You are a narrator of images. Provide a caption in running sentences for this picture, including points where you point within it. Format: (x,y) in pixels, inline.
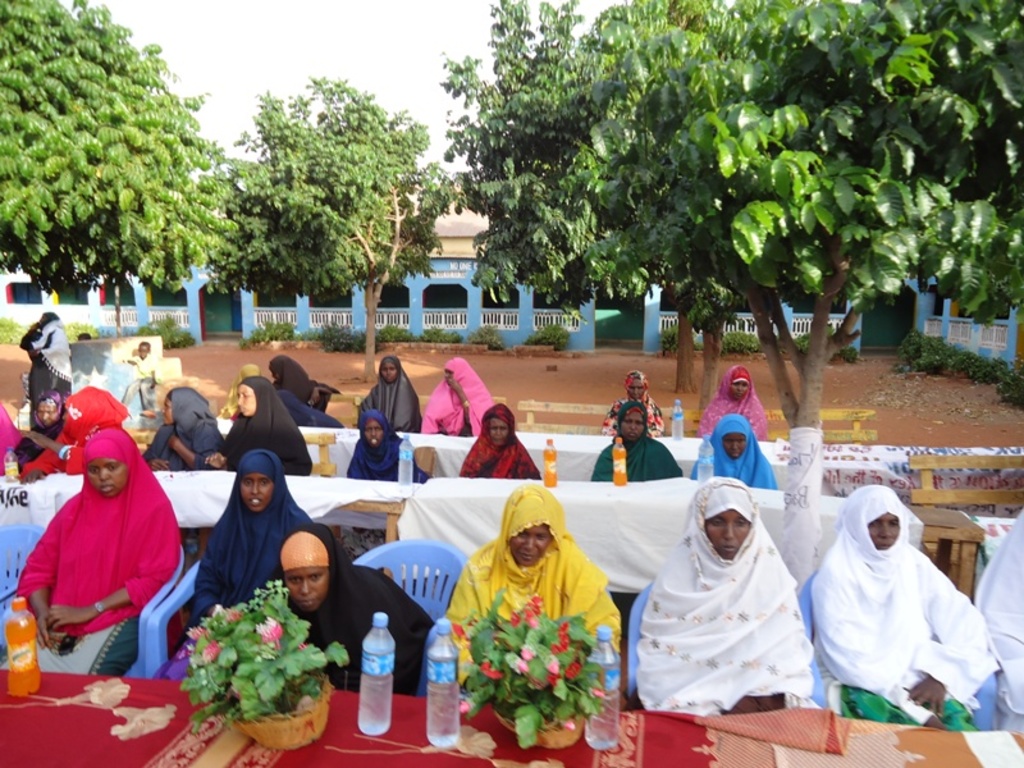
In this image I can see number of women (61,655) are sitting on chairs (161,641). I can also see few tables (563,434) and on these tables (630,744) I can see few plants (470,665) and number of bottles (606,682). In the background (762,215) I can see few trees (383,279) and a building (899,304).
